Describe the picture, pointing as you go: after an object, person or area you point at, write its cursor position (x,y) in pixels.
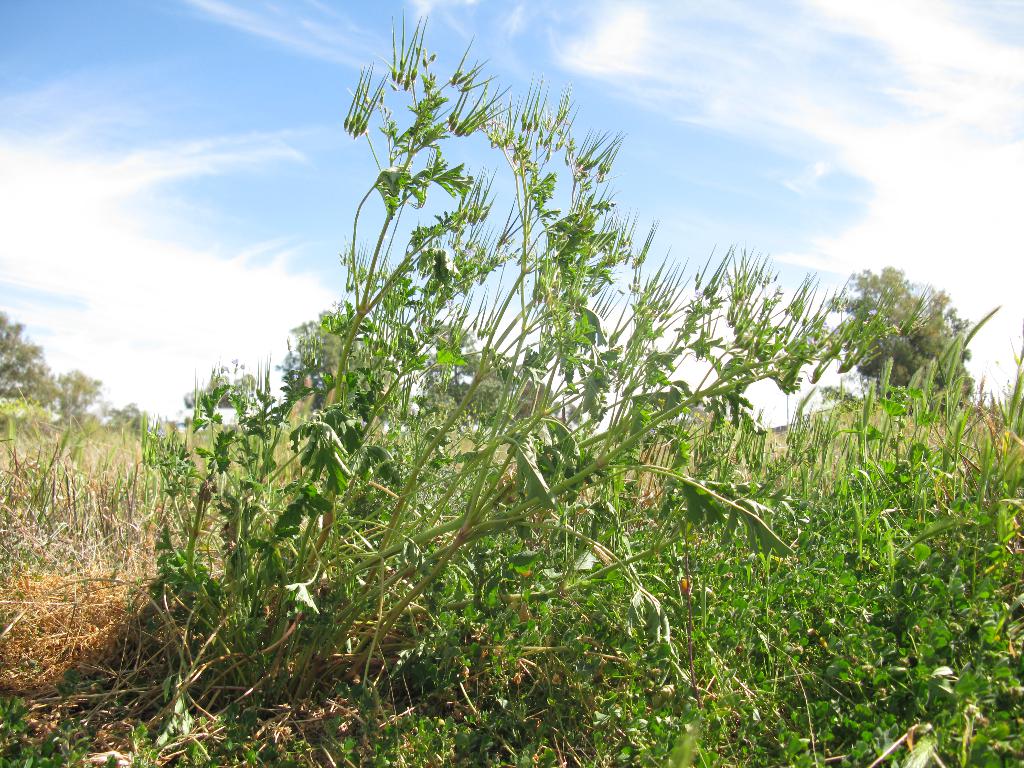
This picture is taken from outside of the city. In this image, we can see some plants (380,376) and trees (72,390). At the top (895,48), we can see a sky (896,48) which is a bit cloudy.
